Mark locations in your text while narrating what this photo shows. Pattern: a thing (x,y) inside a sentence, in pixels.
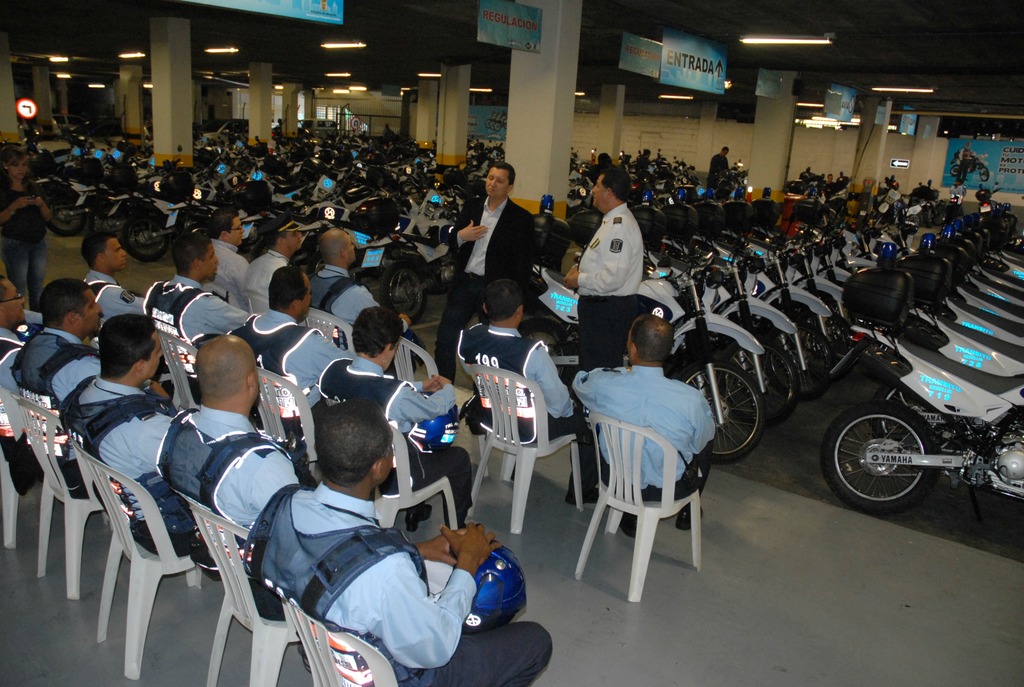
There are many people (218,370) sitting on chairs (486,388). A person (512,250) is standing. In the background (372,163) there are many bikes (827,227) parked. There are pillars (525,132), banners (285,4), lights (814,38) in the room (407,77). There is a sign board (28,109) in the background (29,109).
